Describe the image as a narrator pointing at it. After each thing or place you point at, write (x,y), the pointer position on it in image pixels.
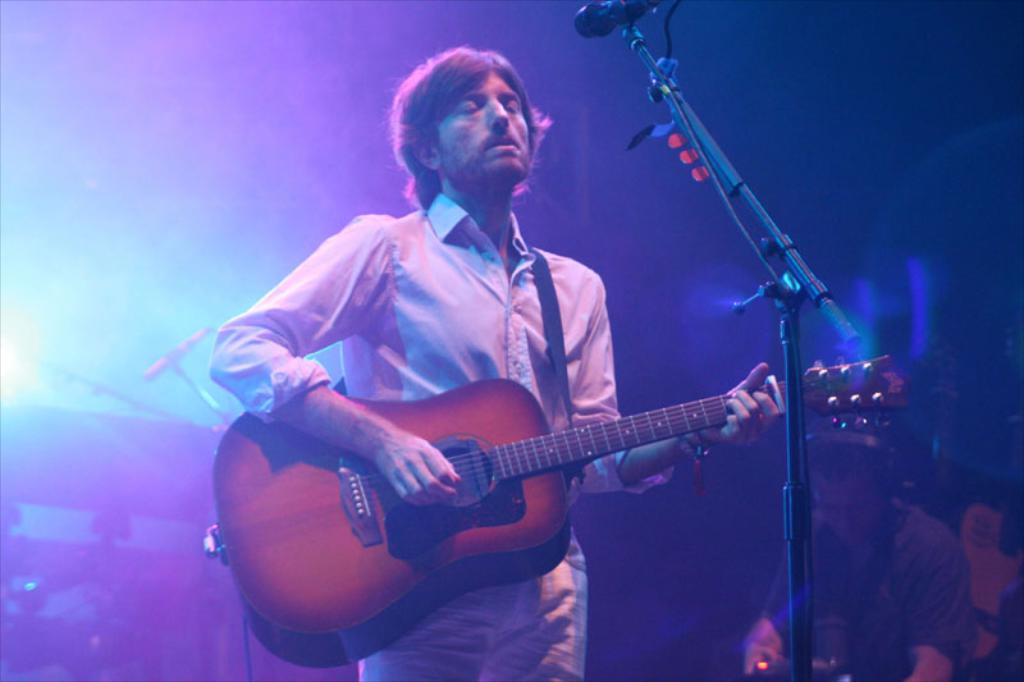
In this picture we can see man (394,294) wearing a white shirt (393,284) is playing a guitar (417,507) in the stage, in front he has a microphone stand (664,91) and man (892,590) beside him.
